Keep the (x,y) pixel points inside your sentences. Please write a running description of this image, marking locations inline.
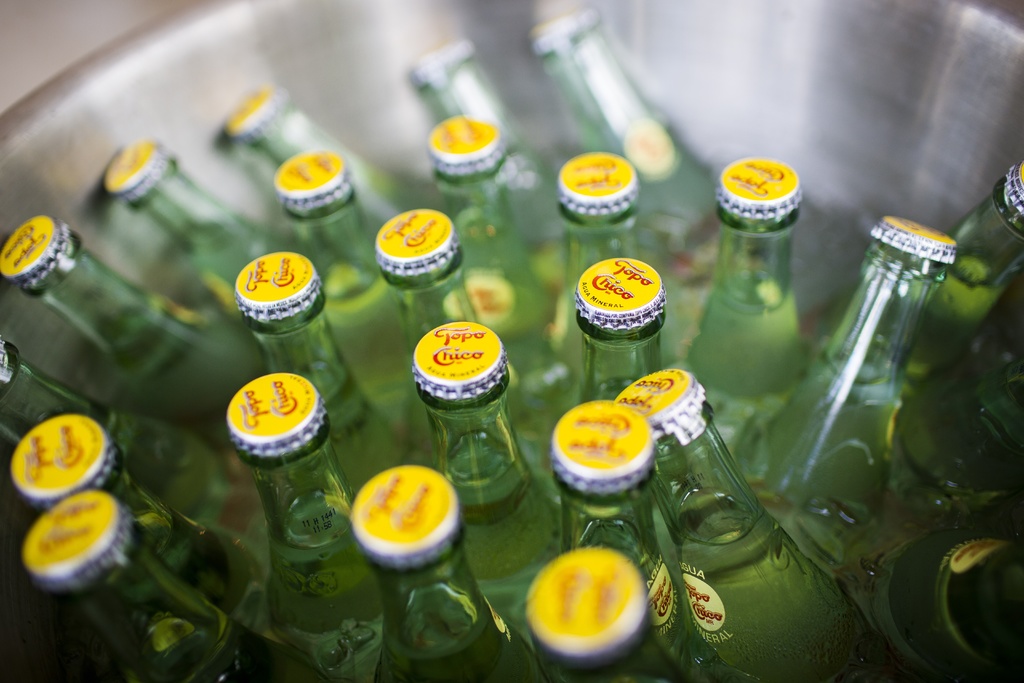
In this image I can see the bunch of bottles (500,419).
